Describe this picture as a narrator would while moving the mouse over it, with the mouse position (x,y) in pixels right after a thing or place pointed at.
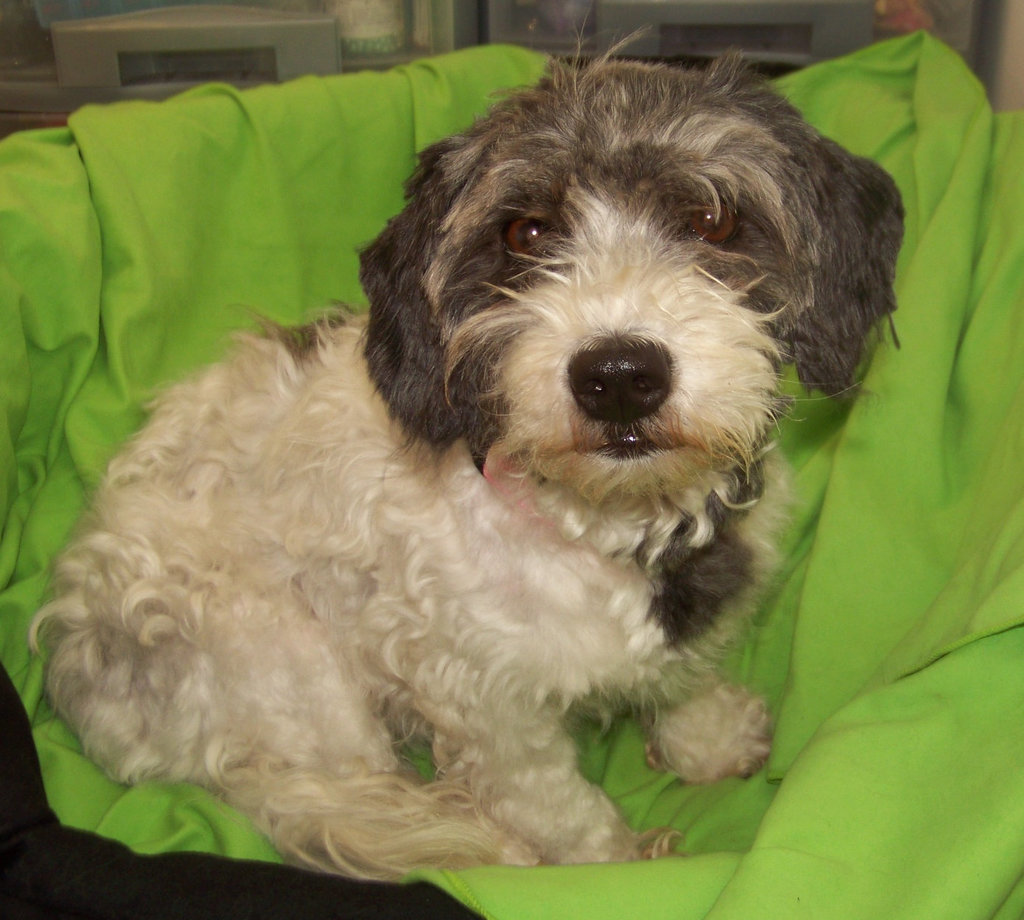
In the center of the image (435,468) there is a dog (555,486). At the bottom (539,903) we can see a cloth (601,882).
